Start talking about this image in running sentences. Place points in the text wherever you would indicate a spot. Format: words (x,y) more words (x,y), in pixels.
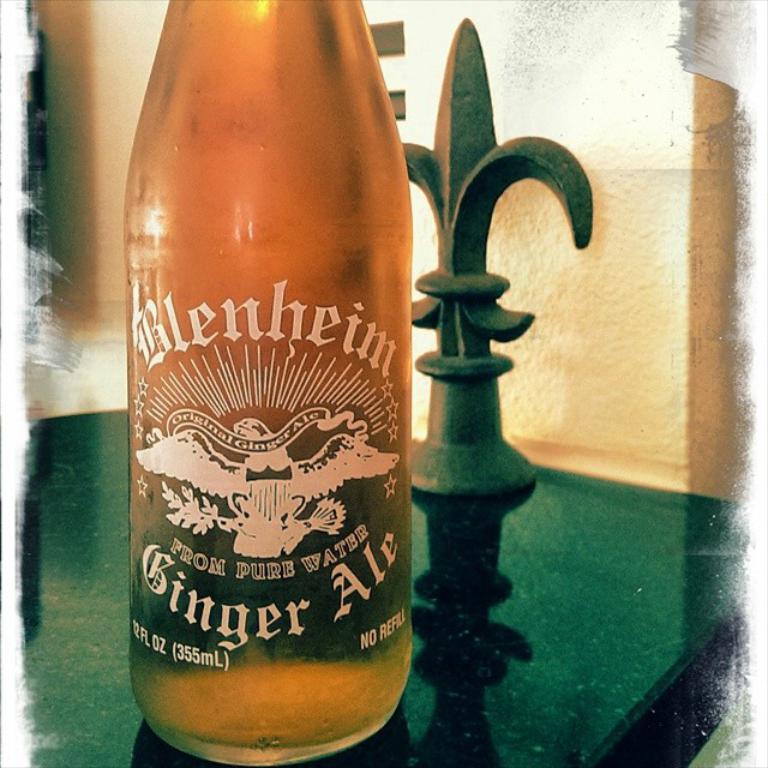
This picture shows a bottle (200,44) on the table (56,740).
